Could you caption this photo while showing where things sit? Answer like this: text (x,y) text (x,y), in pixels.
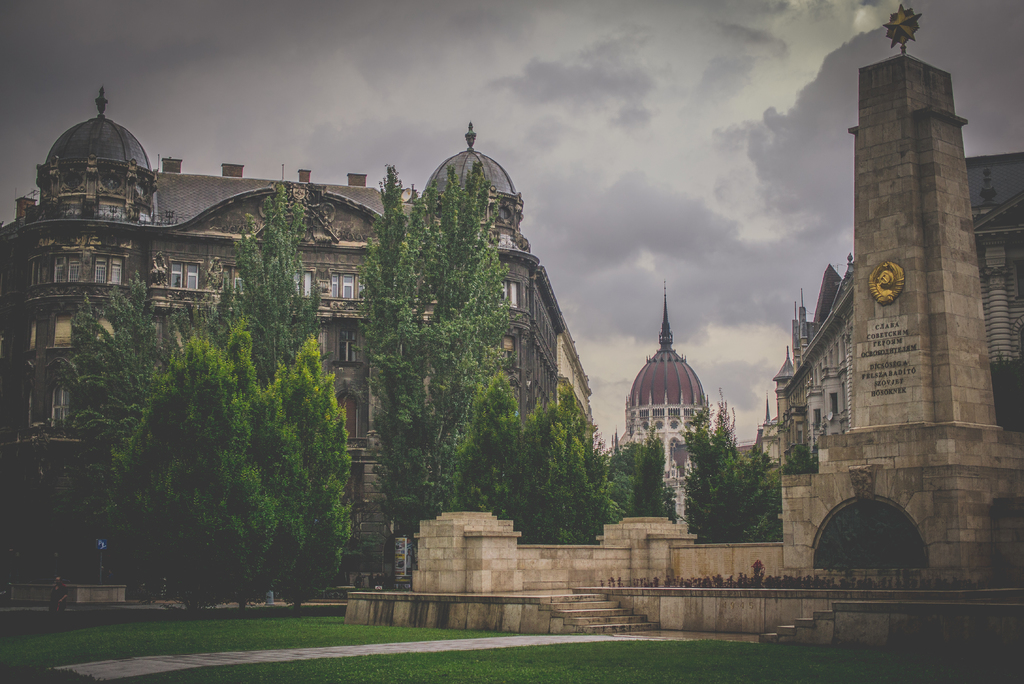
In this picture I can see many buildings (107,168). On the right (944,340) I can see the concrete structure (915,352). In the bottom right corner (719,577) I can see many plants (769,583) were kept near to the fencing (749,574). Beside them I can see the stairs (601,626). At the bottom (256,622) I can see the green grass (228,649). At the top (644,121) I can see the sky (552,110) and clouds (552,110).
